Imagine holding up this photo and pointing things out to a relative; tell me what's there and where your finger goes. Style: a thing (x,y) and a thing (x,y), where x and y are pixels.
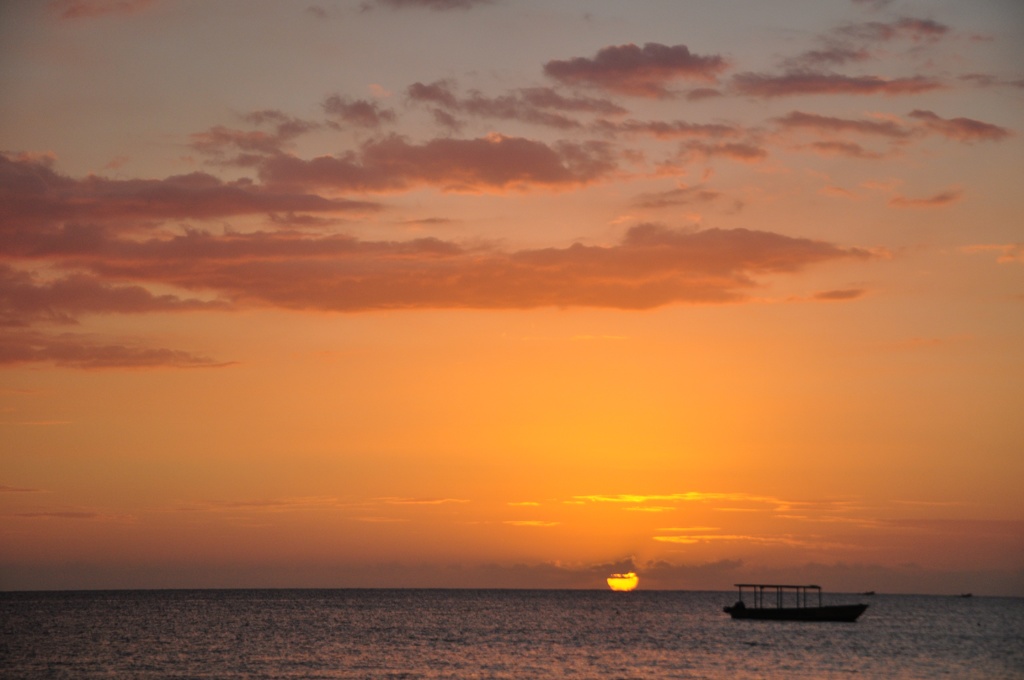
In the picture there is water (920,656), on the water (665,652) there is a boat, there is a sunset (656,321) present.
